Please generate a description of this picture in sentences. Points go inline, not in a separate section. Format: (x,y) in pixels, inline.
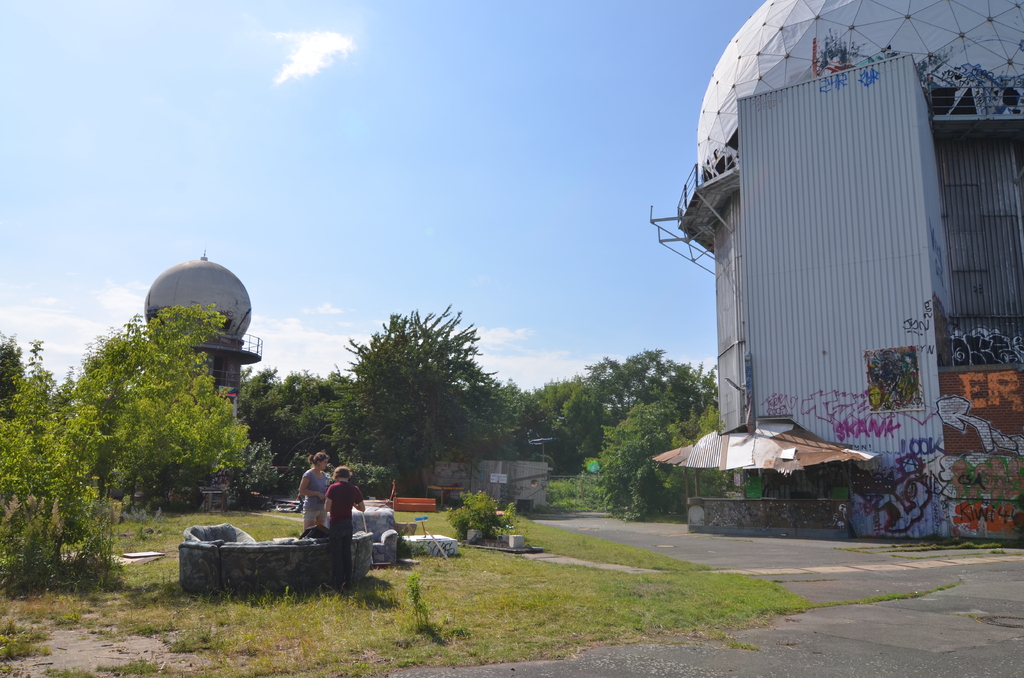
In this image two people (345,572) are standing on the grassland (394,578) having sofas (280,547). Right side (744,501) there is a stall (758,491). Background (101,431) there are buildings (989,395) and trees (405,367). Top of the image (447,126) there is sky (421,149). Bottom of the image (851,587) there is a road (818,620).
